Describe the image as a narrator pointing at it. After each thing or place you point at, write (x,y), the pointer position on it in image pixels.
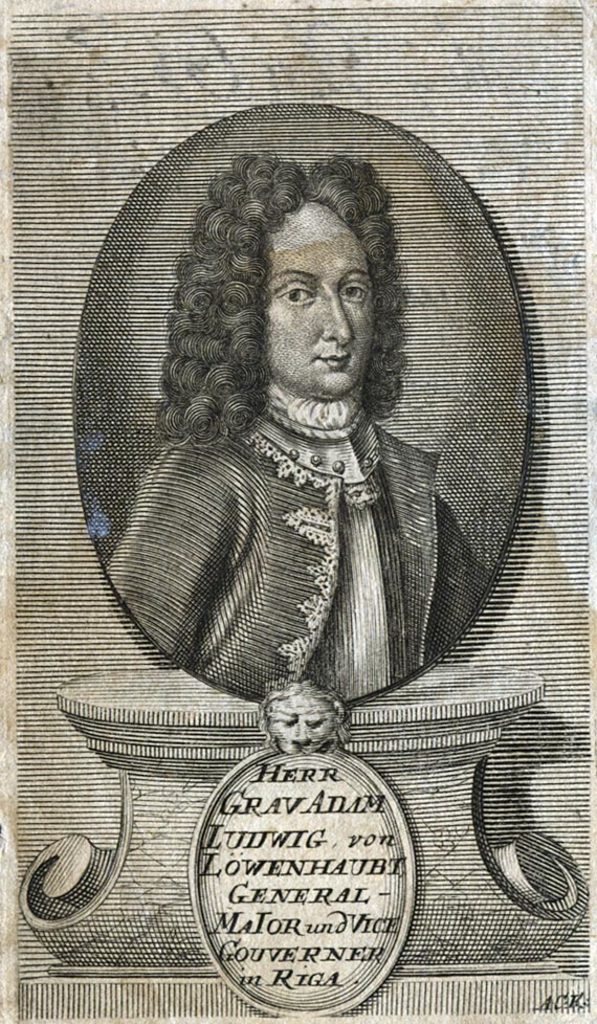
In this picture we can see a person's photograph (462,460), at the bottom (238,803) there is some text (235,810), it looks like a paper (506,85).
